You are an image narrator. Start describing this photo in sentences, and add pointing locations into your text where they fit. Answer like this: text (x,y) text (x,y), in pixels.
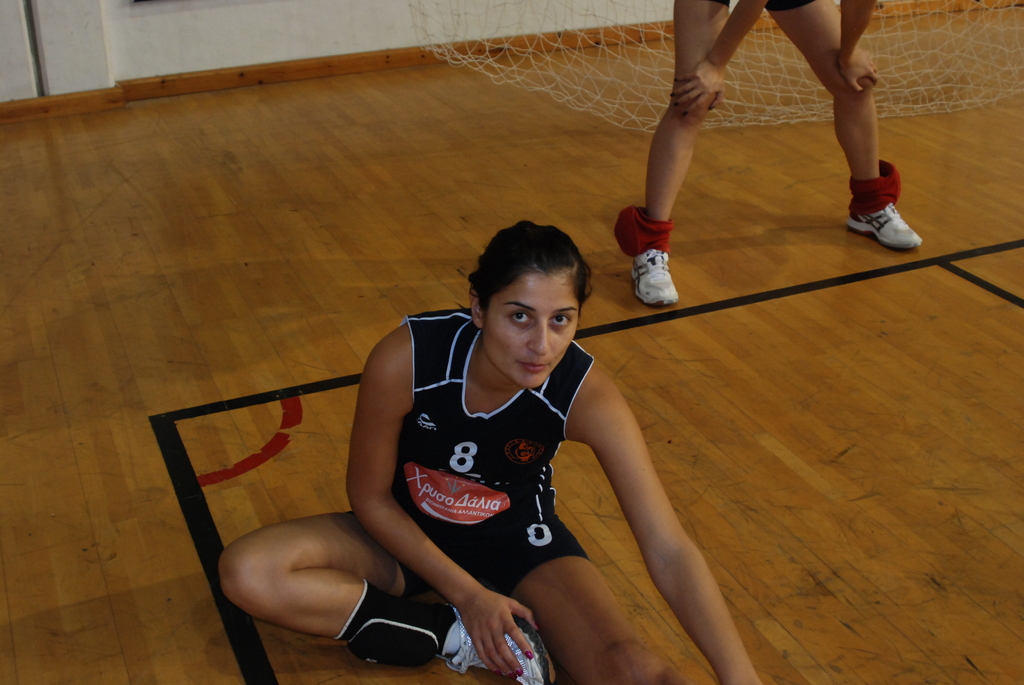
In this image in the front (475,406) there is a woman (465,487) sitting on the floor (805,651). In the background (847,103) there is a person (862,98) standing and there is a net (657,49) which is white in colour.
